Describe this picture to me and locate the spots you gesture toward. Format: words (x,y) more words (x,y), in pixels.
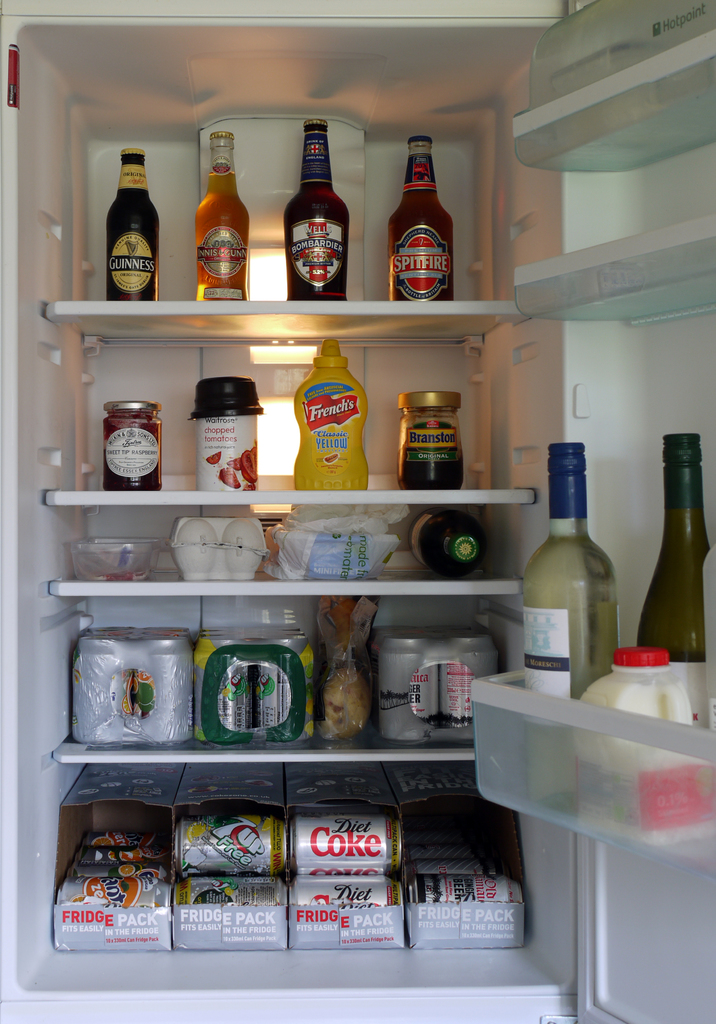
In this image we can see a fridge (430,317). Inside the fridge (358,237) there are bottles (318,366), egg box (197,573), cans (463,890), bowl (98,560) and packets (178,638).
